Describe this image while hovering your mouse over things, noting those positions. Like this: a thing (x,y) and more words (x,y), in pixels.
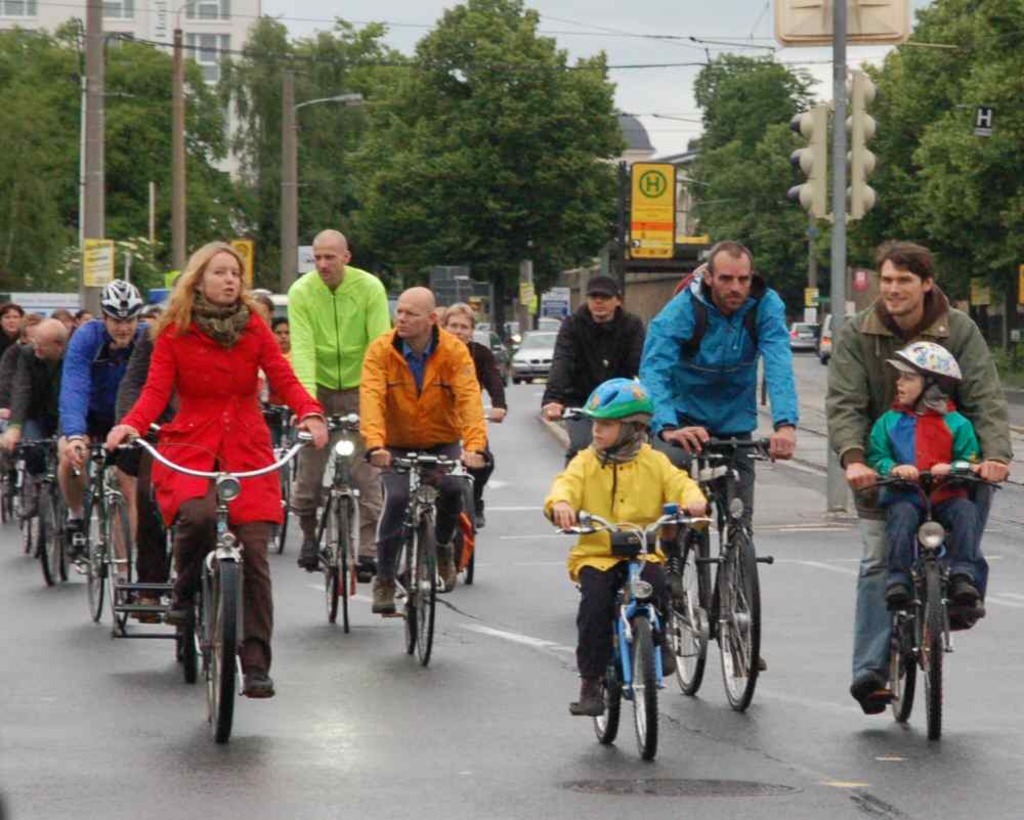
The picture consists of many people (441,476) riding bicycle (673,605) on road (492,567), it seems to be on a street (80,659) and there are trees (494,162) in the background (553,226) and a traffic pole (844,168) on the right corner (856,154) and some cars (532,351) coming on the road (539,387). There is a building (212,9) on the total background (217,29).
